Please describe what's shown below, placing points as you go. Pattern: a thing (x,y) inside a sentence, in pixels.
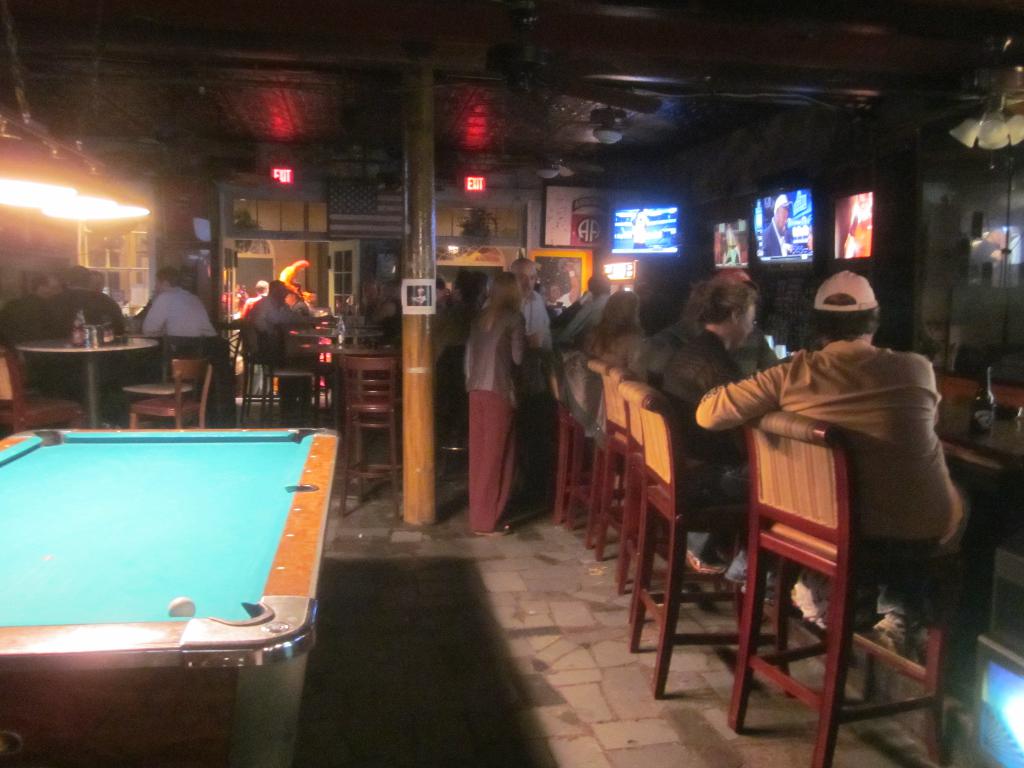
Here we can see that a group of people (636,309) are sitting on the chair (813,487), and some are standing, and here is the board (160,428), and here is the pillar (416,263), and here are the lights (97,191), and here is the television (779,247).
